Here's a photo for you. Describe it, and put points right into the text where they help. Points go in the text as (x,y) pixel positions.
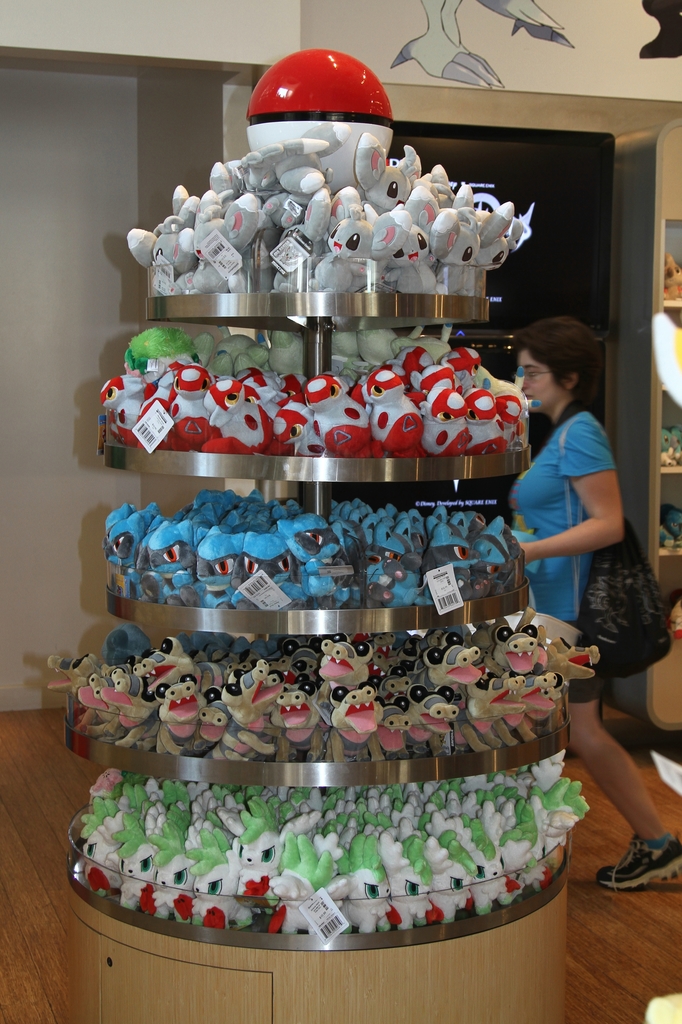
This picture shows many toys (226,392) in the stand (331,480) and we see a woman (588,507) walking holding a bag (645,564) and we see painting (666,52) on the wall (607,63).
